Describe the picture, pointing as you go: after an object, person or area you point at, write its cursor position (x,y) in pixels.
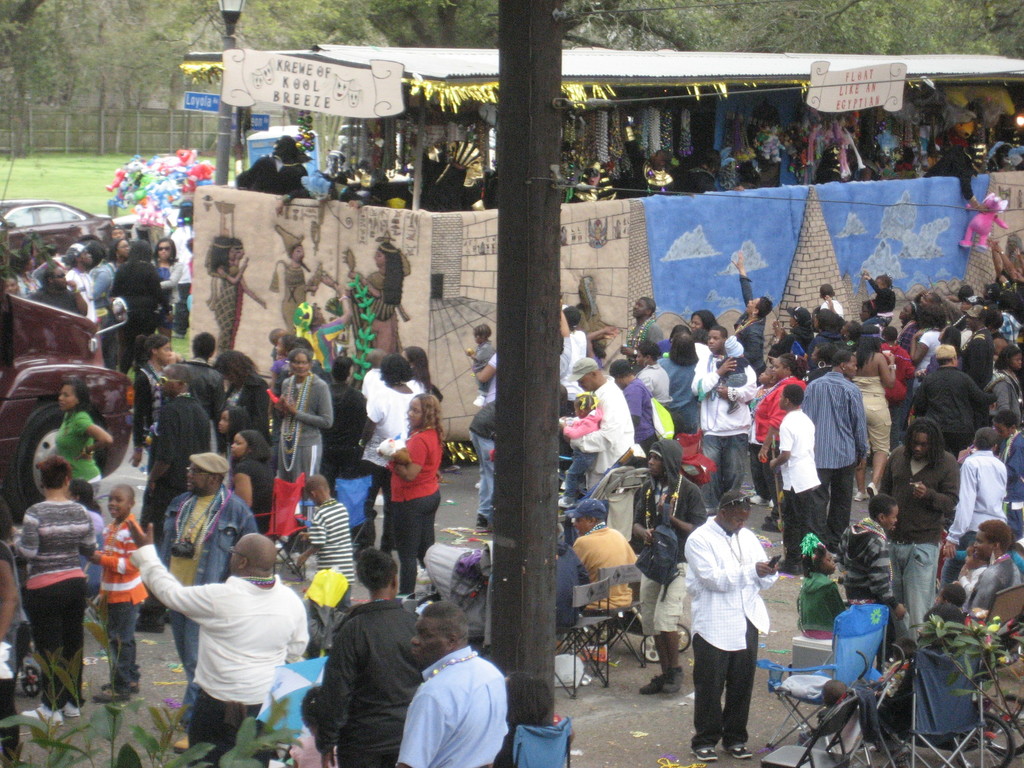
This picture is clicked outside on the road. In the foreground (956,714) we can see the chairs (937,703) and plants (150,737) and there are group of people (310,444) seems to be standing on the ground (778,582) and there are some persons (992,589) sitting on the chairs (998,605). In the center (523,374) there is a pole (528,489), on the right (793,88) we can see the parade float (434,240). In the background (176,167) there are some items (163,205) placed on the ground (111,165) and a car (46,218) seems to be parked on the ground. On the left corner (85,336) we can see the vehicle (41,415). In the background (110,17) we can see the trees (276,36), lamp post (232,12), fence (85,132) and the green grass (71,175).
